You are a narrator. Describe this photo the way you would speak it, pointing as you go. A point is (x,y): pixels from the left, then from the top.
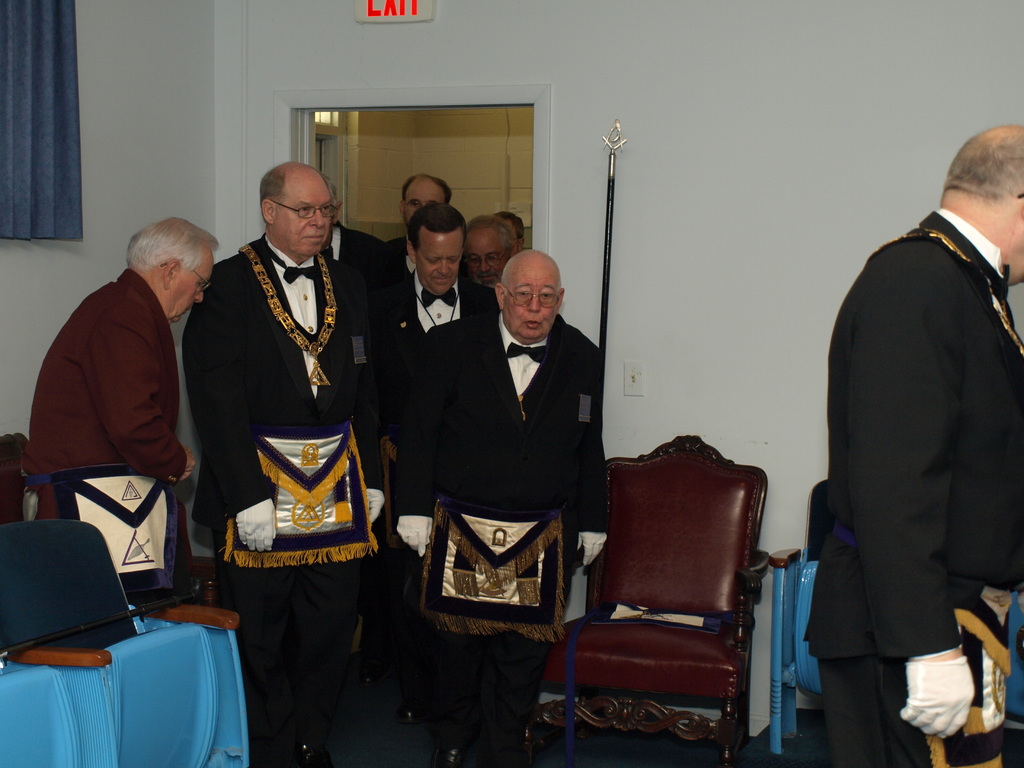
There is a group of people (408,242). All are standing position. All are wearing black jackets (555,321) and one person (96,395) is wearing brown coat (138,409). They are wearing gloves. On the background (15,20) there is a curtain (59,31), and chairs (645,599).
